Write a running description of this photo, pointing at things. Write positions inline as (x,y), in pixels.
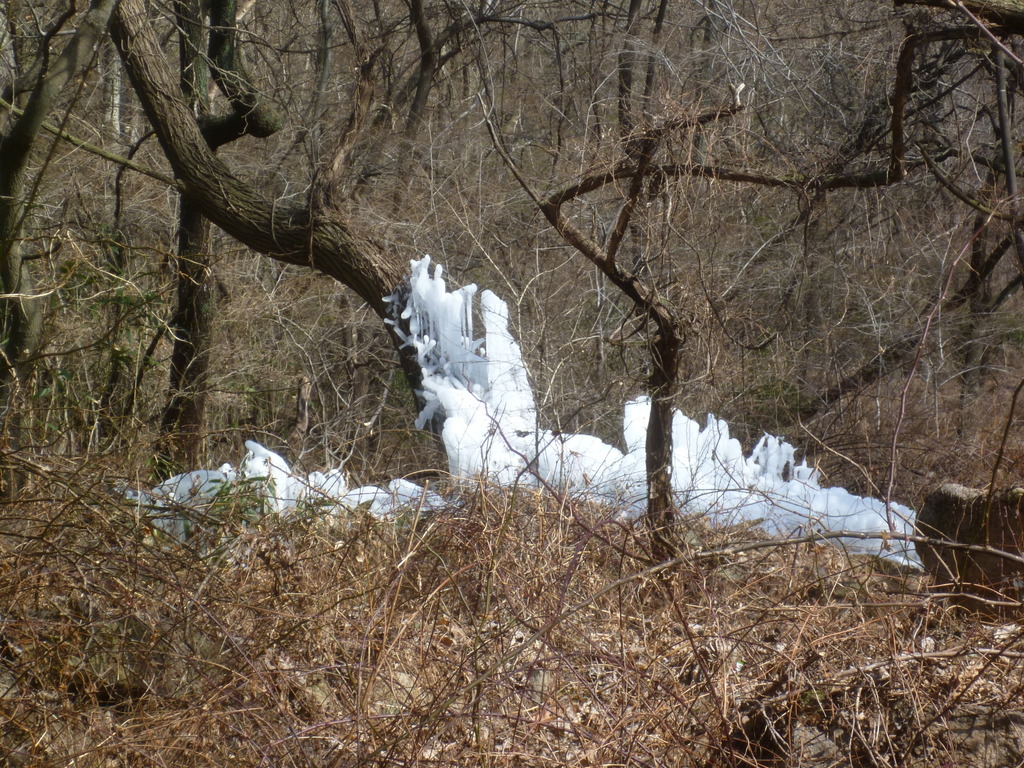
This picture is of outside. In the foreground (171,617) we can see the stems (522,563) of the tree (491,563) lying on the ground (829,717). In the center (503,342) there is a white color substance (723,446) and in the background (174,97) we can see the trunks (250,206) of the trees (189,201).
